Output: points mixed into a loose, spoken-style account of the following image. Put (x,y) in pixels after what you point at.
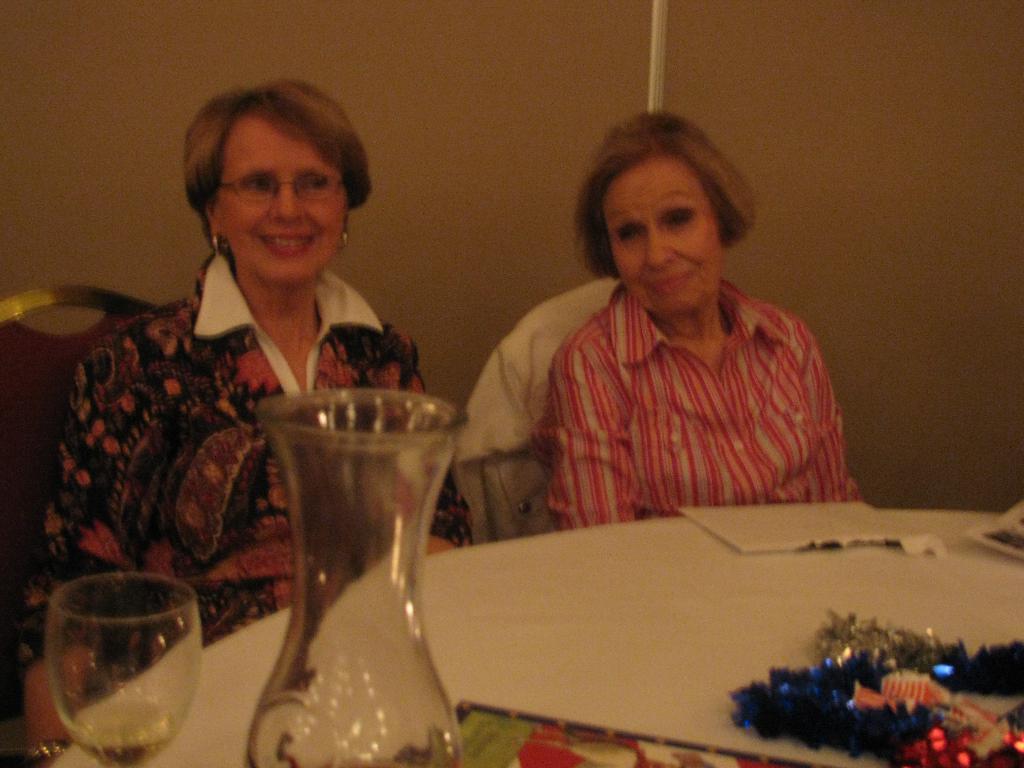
In this picture we can see there are two people (313,324) sitting on chairs (44,409) and in front of the people (573,399) there is a table (569,634) and on the table (619,638) there is a glass (172,610), jar (403,545), paper (779,533) and some decorative items (917,695). Behind the people (584,374) there is a wall (604,84).
